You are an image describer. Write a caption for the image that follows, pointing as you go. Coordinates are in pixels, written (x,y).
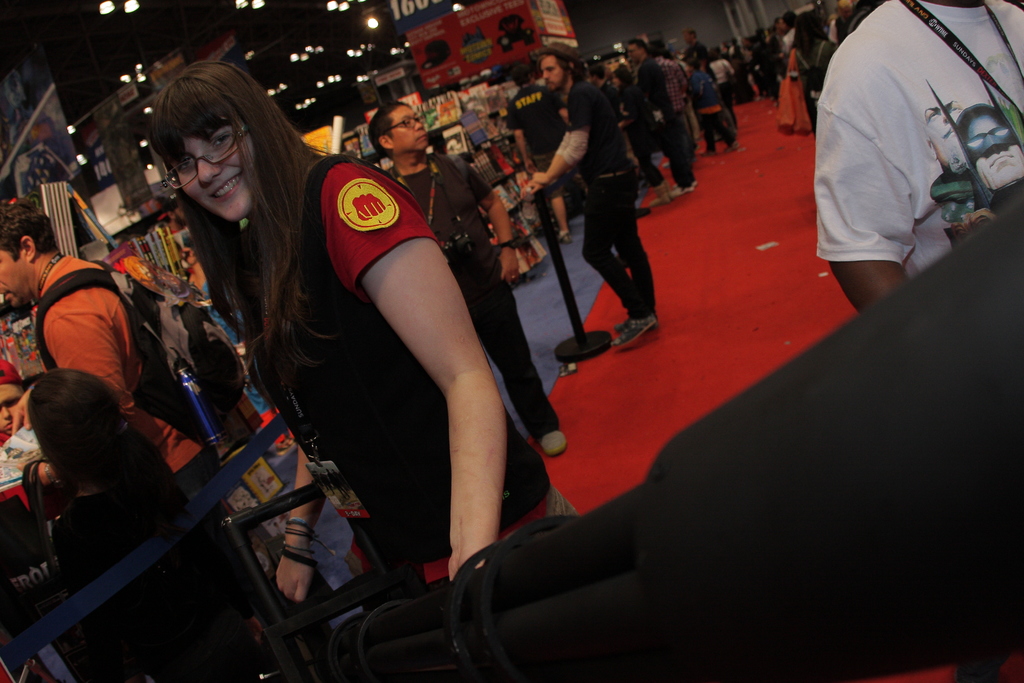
In the image it looks like some exhibition, there is a woman (367,291) standing in the front (356,264) and smiling, around her there are many people (635,245) and on the left side (65,612) there is a fencing (77,608), inside that fencing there are many stalls (117,246) and there are few people (53,447) standing in front of one of the stall (29,356) on the left side (25,363).
